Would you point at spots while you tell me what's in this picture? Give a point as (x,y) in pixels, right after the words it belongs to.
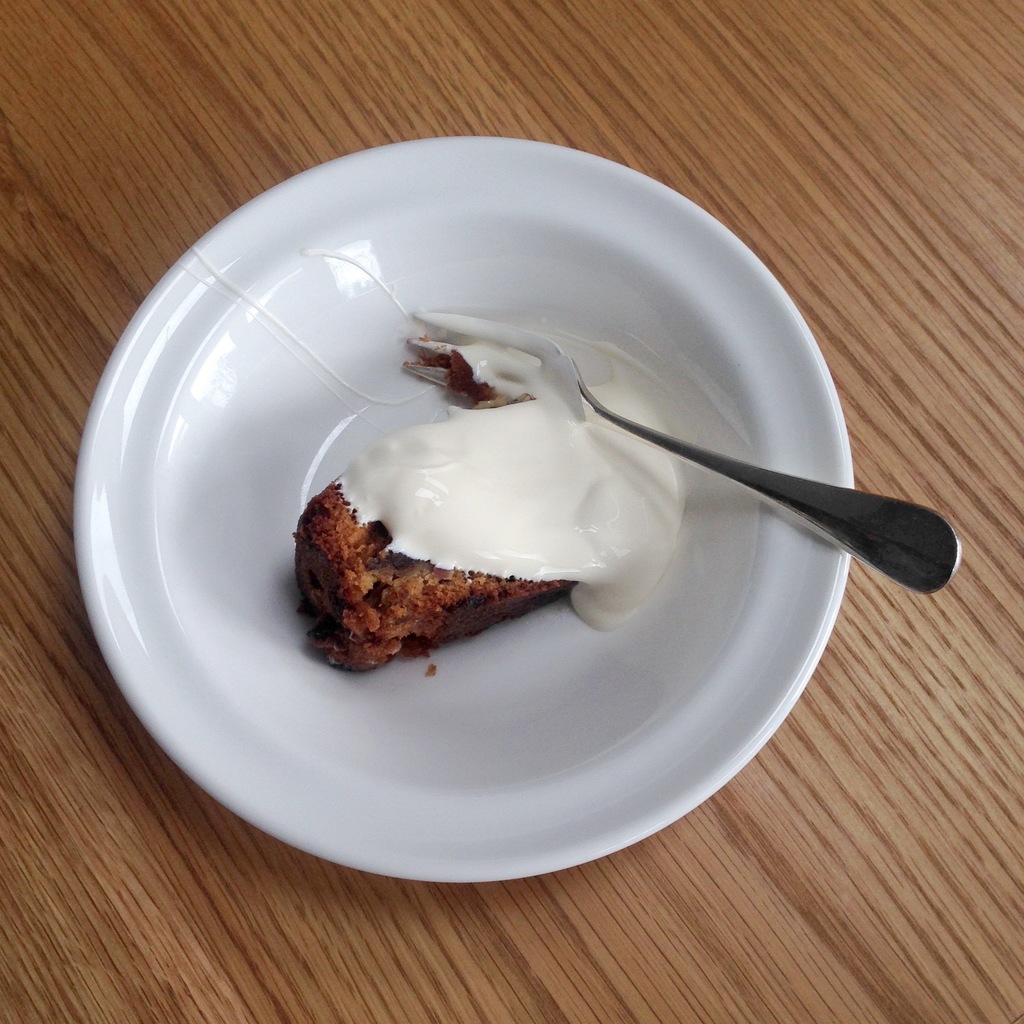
In this image we can see a plate (723,674) containing dessert (471,528) and a fork (533,372) placed on the table (690,896).
